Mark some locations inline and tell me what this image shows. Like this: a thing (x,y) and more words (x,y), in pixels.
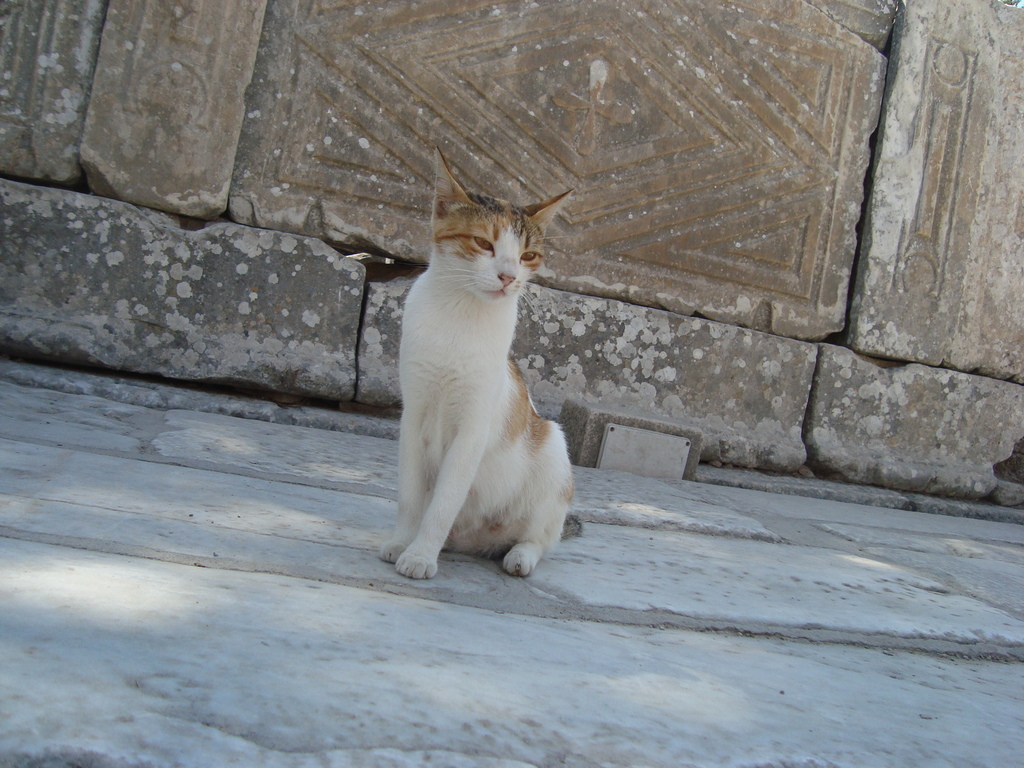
There is a cat (414,362) on the ground (640,566). In the back (544,121) there is a wall (550,121) with bricks (625,205).
